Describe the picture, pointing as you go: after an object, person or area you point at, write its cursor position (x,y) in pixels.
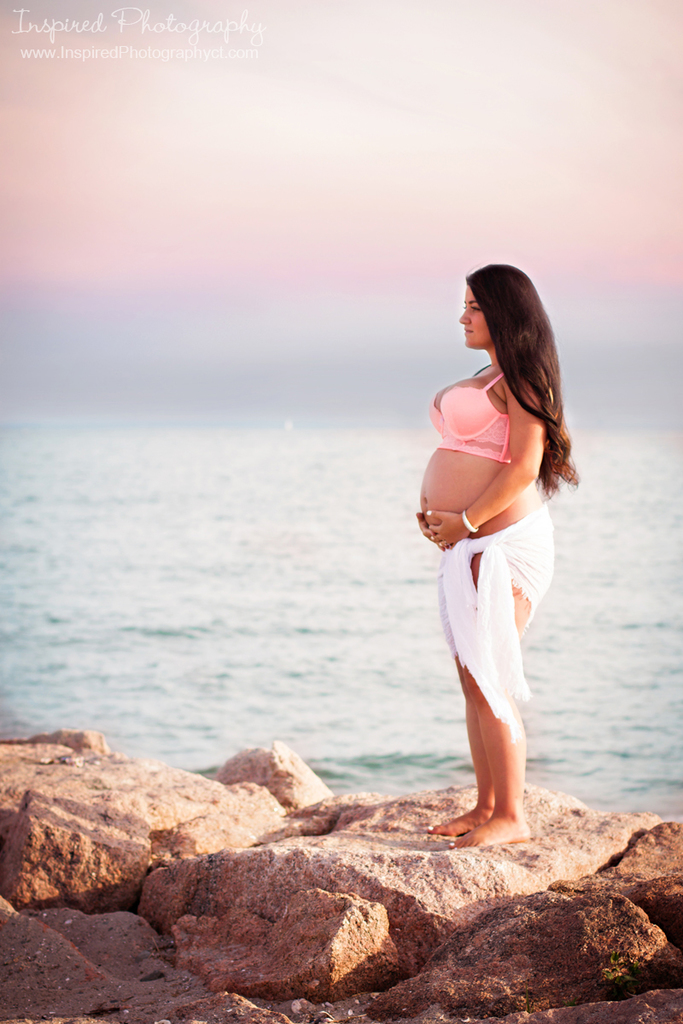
A woman (472,697) is standing, she wore pink color top (460,430) and white color cloth (528,596). This is the water (246,562).
